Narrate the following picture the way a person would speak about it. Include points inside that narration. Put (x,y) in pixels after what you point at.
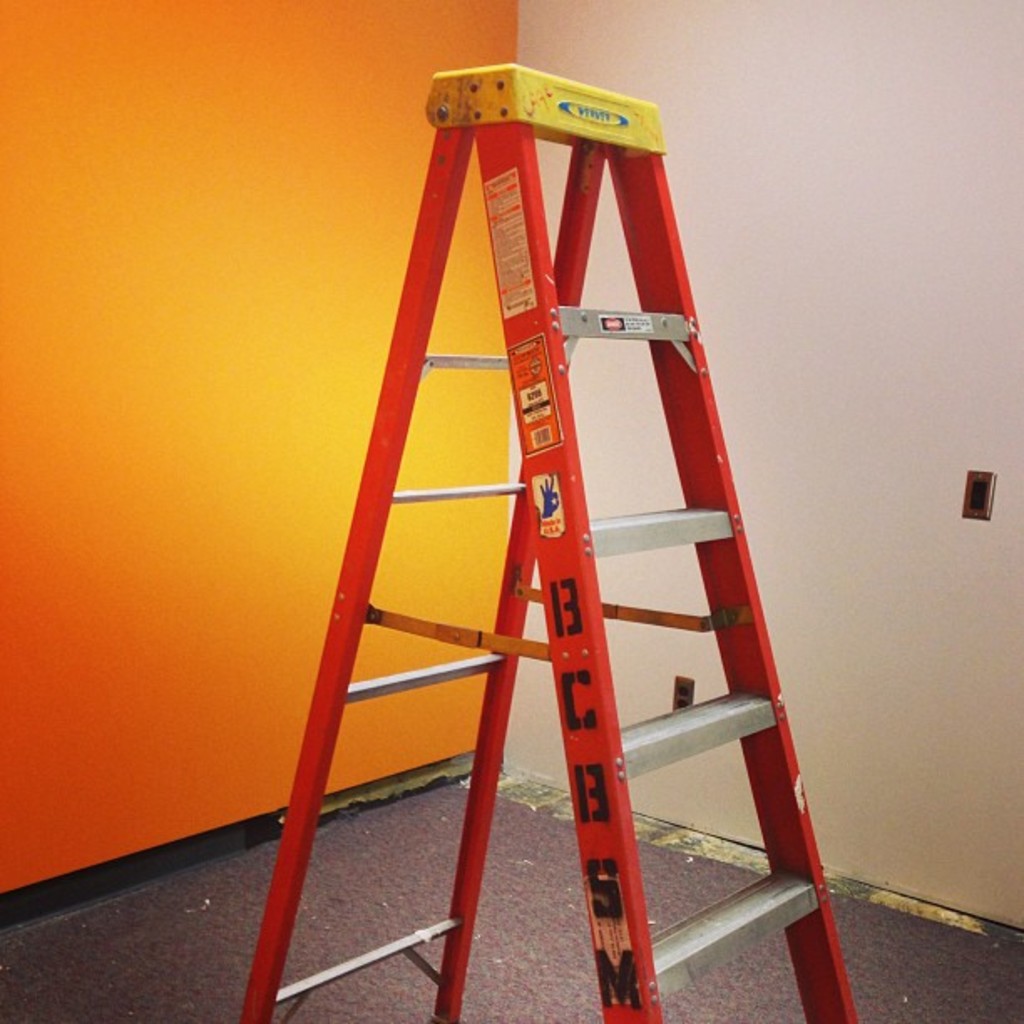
This picture is taken inside the room (681,173). In this image, in the middle (386,461), we can see a ladder (665,978). On the right side (933,288), we can see a white color wall (963,249). On the left side (145,430), we can also see an orange color wall (217,510). At the bottom (245,900), we can see a floor (959,927).
